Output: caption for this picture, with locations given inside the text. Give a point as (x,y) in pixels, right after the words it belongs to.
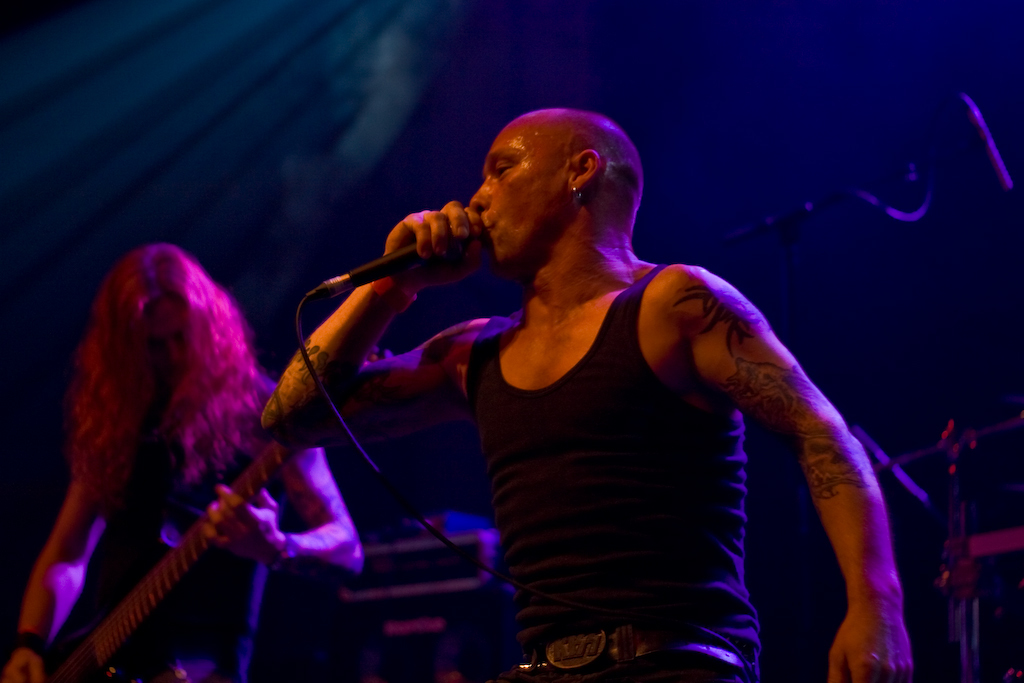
a person (675,477) is singing, holding a microphone (405,266) in his hand (436,246). he is wearing a black vest (666,600) and a belt (661,641). left to him there is another person (182,363) playing guitar (176,579). behind them there is microphone (988,143). the background (158,124) is black in color. pink light (204,323) is falling on them.
